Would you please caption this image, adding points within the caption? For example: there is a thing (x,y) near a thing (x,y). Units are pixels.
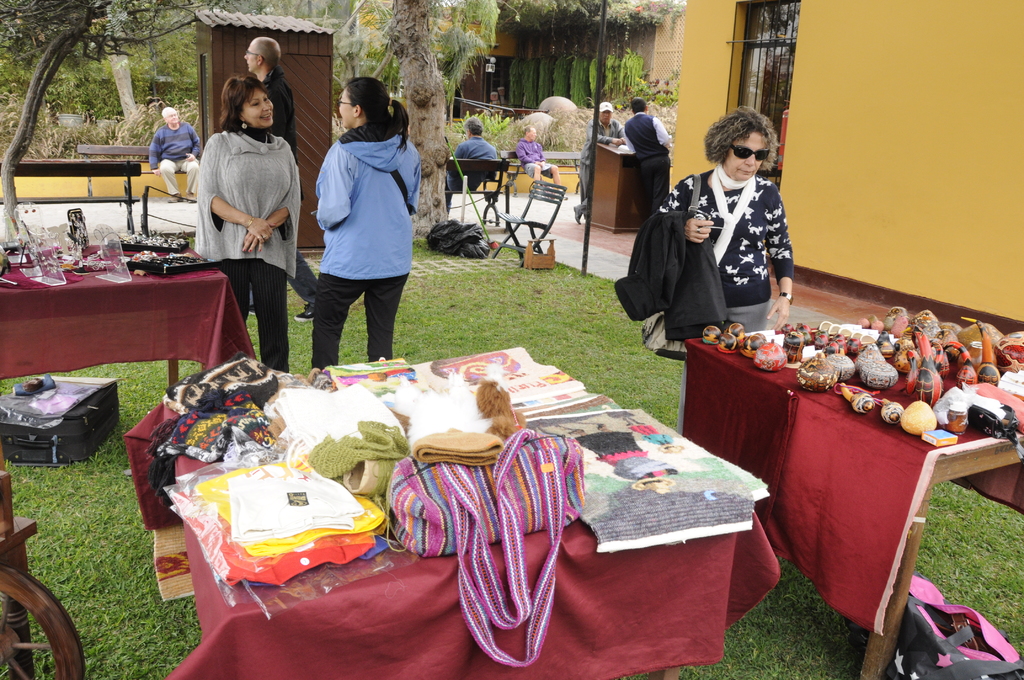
In this picture there are a group of women (239,121) standing, smiling, and speaking with each other. In the background (470,134) there are few men (533,174) sitting on the bench (121,155), there are trees (89,33), buildings (933,154), window (789,52), wall (885,127) and some tables (798,462) with some toys (984,349), clothes (285,502) and jewelry (74,255) displayed and there are bags (963,648) and some chairs (519,247).
